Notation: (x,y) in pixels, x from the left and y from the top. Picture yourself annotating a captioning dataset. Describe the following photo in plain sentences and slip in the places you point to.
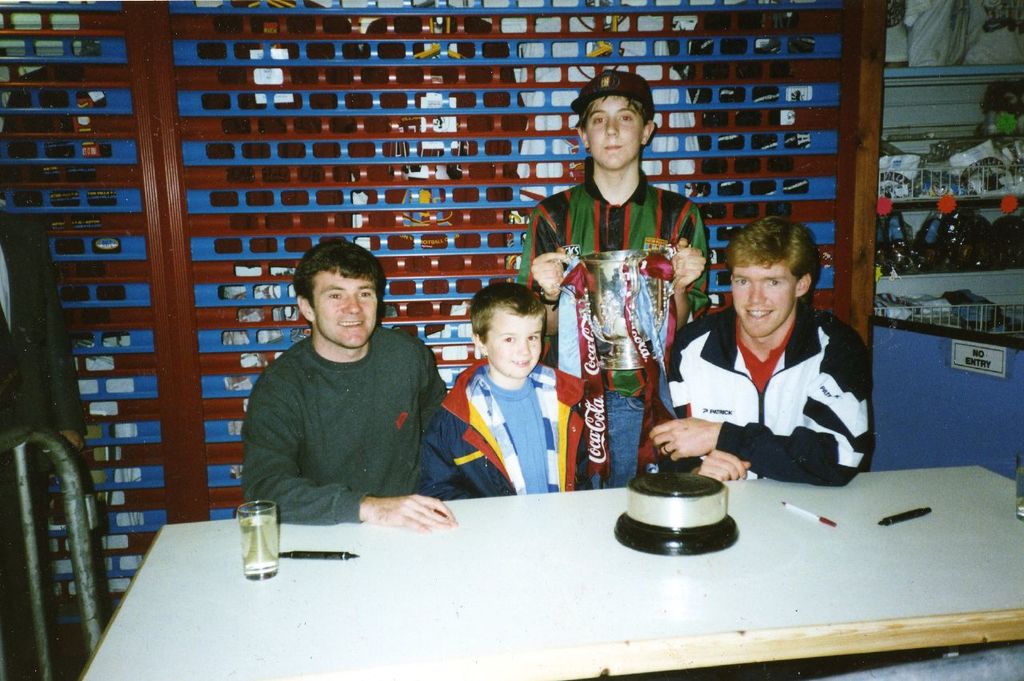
There are 3 people (571,409) sitting on the chair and a person (676,293) is standing holding cup (631,315) in his hand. On the table (683,566) we can see pens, glass (264,547).
